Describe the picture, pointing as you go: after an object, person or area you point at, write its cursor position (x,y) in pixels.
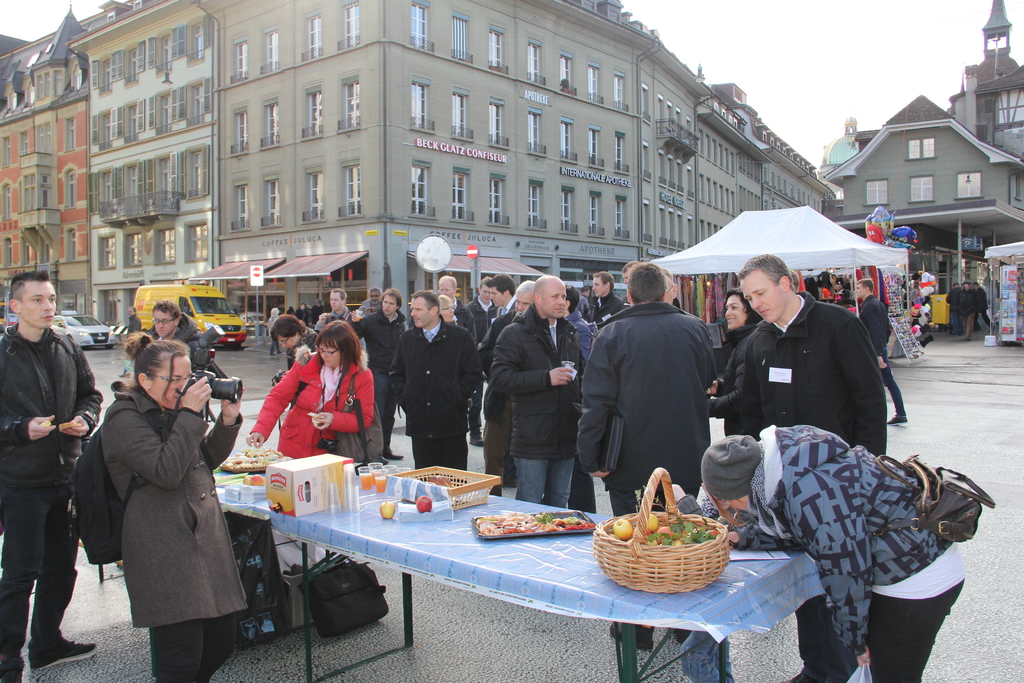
At the top (818,66) we can see sky (846,47). These are buildings (755,161). We can see all the persons (647,329) standing and talking near to the table (328,527) and on the table (709,596) we can see a basket (637,519) of fruits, a plate (518,535) of cooking items (529,519), juice glasses (374,474). under the table (349,539) we can see a bag (342,592). We can see one woman (173,630) at the left side of the picture (198,628). She is holding a camera (218,391) in her hand (224,406) and taking a snap. We can see vehicles (229,343) on the road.
